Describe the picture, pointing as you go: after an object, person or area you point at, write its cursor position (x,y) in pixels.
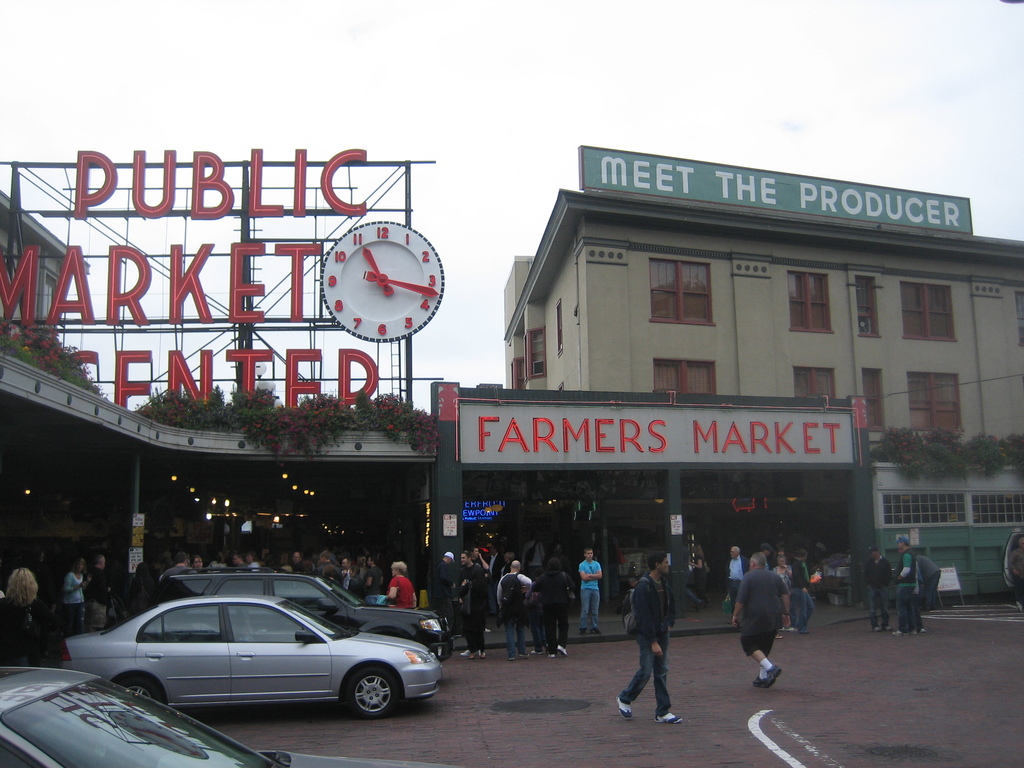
In this picture, we can see many people (781,569) and vehicles (295,601) on the road (532,668). On the top (511,97) it has a clock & the sky (569,73) is bright.
